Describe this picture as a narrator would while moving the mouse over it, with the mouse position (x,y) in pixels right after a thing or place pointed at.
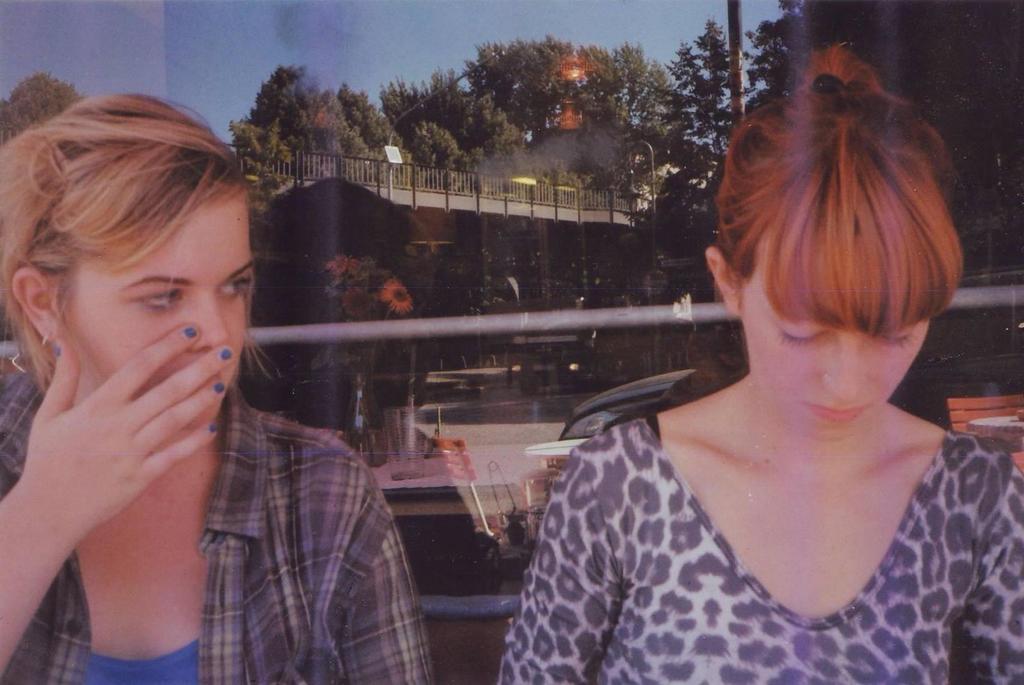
In this picture there are two women (149,653) who are standing near to the glass partition (469,455). In the glass reflection (531,144) I can see the sky (516,37), trees (529,47), bridge (414,202), railing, poles (741,19), plants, grass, flowers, table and chairs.
